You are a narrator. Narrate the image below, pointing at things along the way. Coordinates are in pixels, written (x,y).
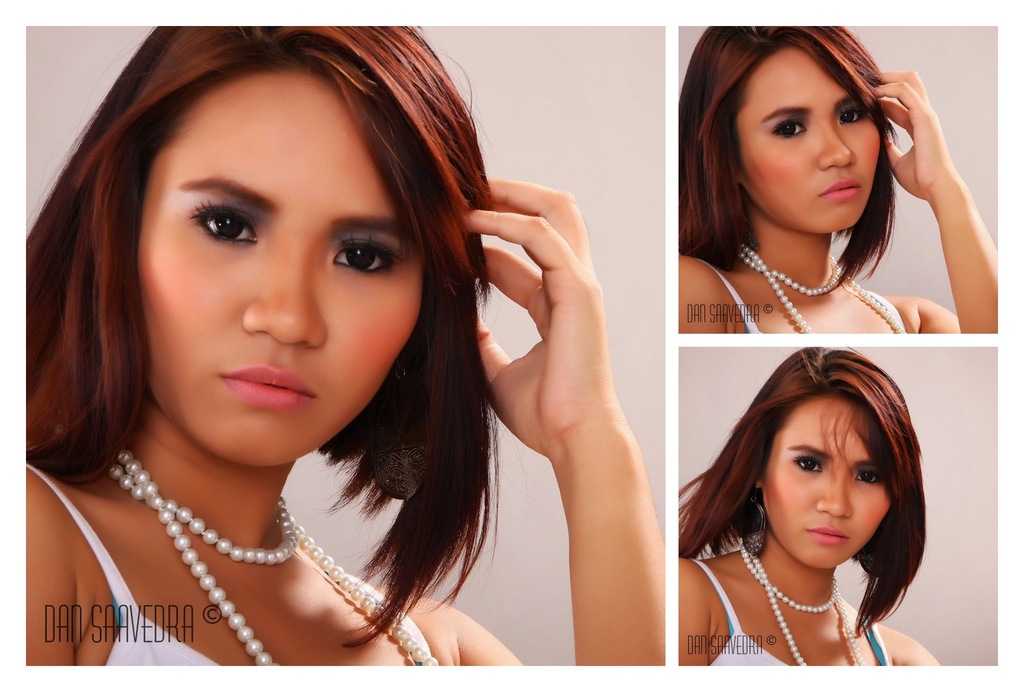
This image is collage of different pictures. In the pictures there is a woman (702,290). In the bottom left of all the pictures there is the text (725,312).
